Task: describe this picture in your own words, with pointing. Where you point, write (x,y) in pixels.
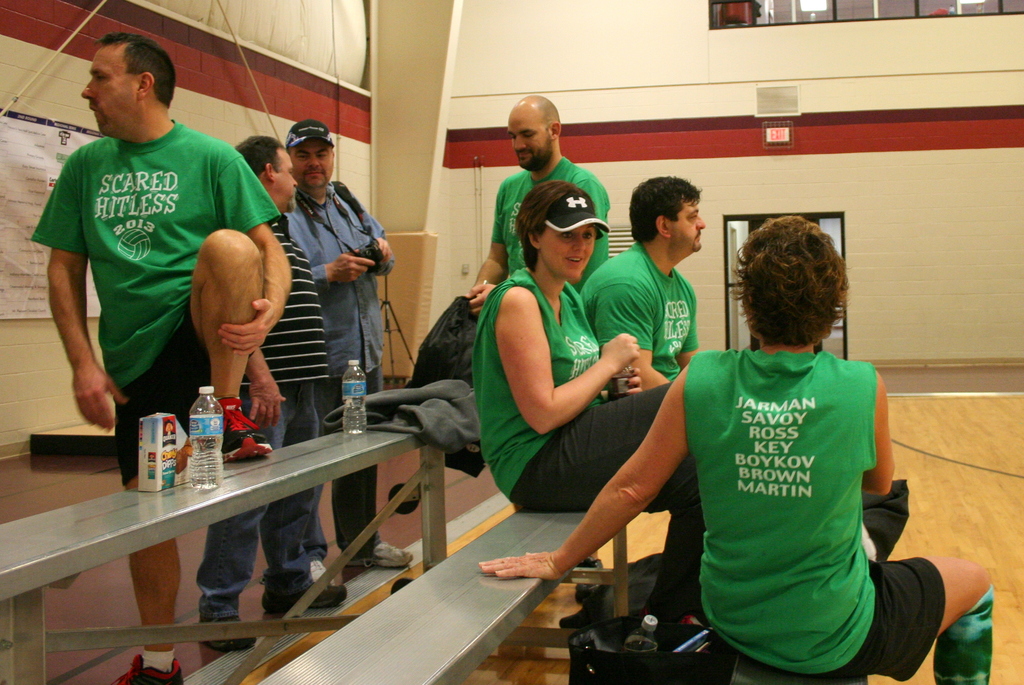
In this image we can see, some people (826,535) are sitting on the bench (474,609) and on the left side (213,480) there are two bottles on the bench (247,473).
